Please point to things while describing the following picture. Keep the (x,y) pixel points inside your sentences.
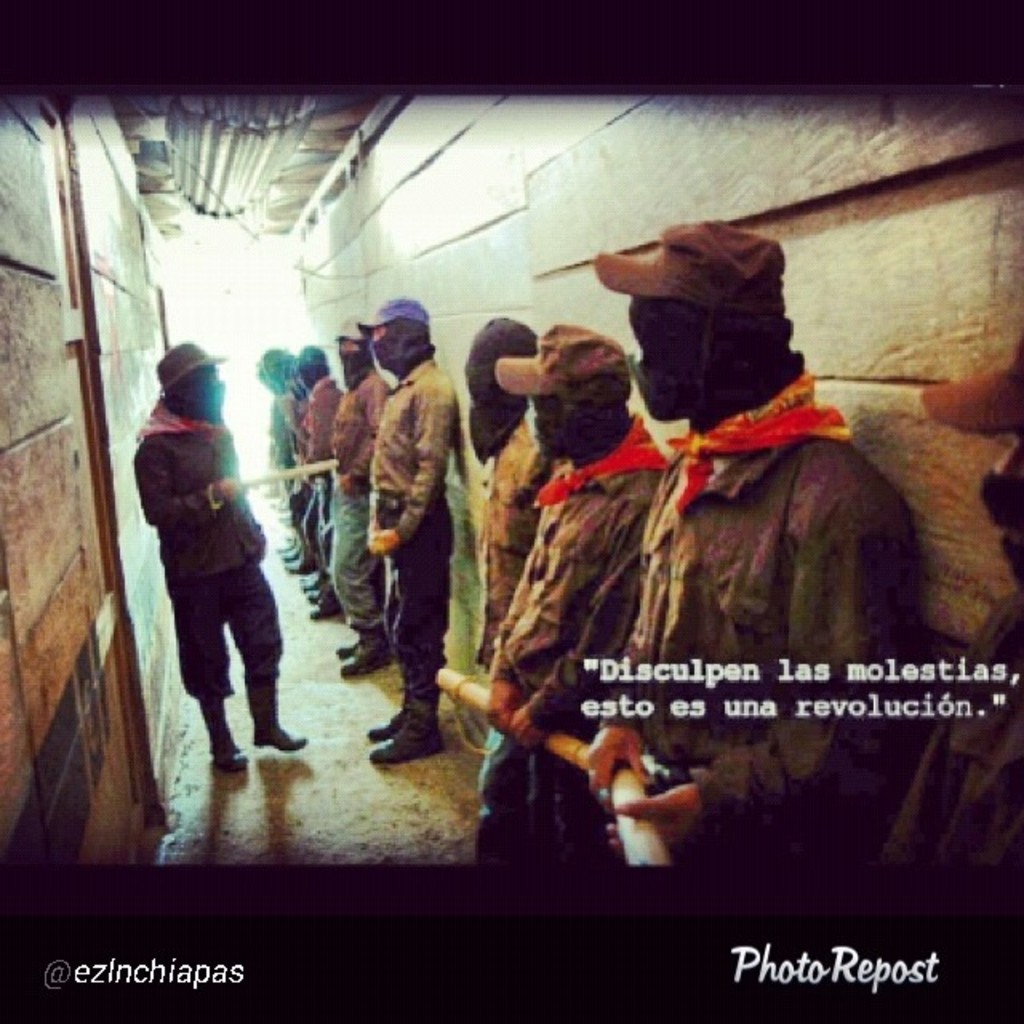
This image is an edited image. There are two borders (488,924). In this image there is a text (822,968). In the middle of the image (471,411) a few men (401,505) are standing on the floor (442,772). A few (616,735) are holding sticks (266,476) in their hands (506,709). On the left (129,467) and right sides of the image there are two walls (78,517). At the top of the image (264,166) there is a roof (287,137). At the bottom of the image (283,790) there is a floor (258,839).
